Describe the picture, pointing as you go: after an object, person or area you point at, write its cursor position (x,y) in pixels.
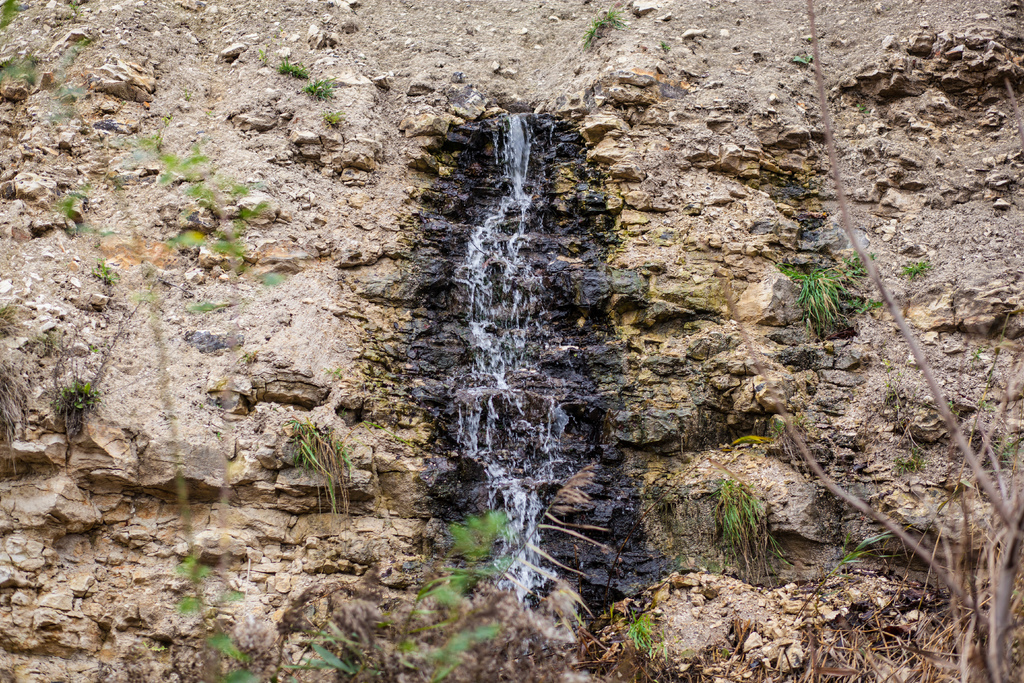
In this image I can see a huge rock mountain (290,327) which is brown and black in color and I can see the water (517,174) flowing through the middle of the mountain (527,325). I can see some grass (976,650) on the mountain (766,155) and few trees (990,570).
